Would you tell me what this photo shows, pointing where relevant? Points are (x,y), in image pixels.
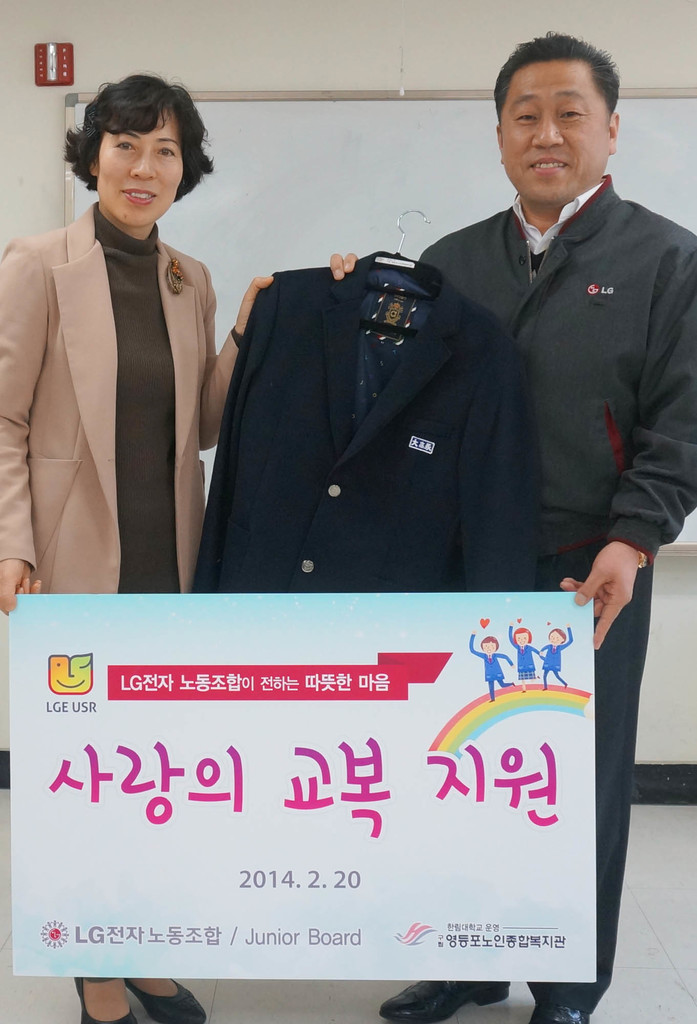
In this image we can see a man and a woman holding a board (446,608) and a coat (441,407) with a hanger (380,323). On the backside (378,125) we can see a board (338,231) and a wall (317,56).
